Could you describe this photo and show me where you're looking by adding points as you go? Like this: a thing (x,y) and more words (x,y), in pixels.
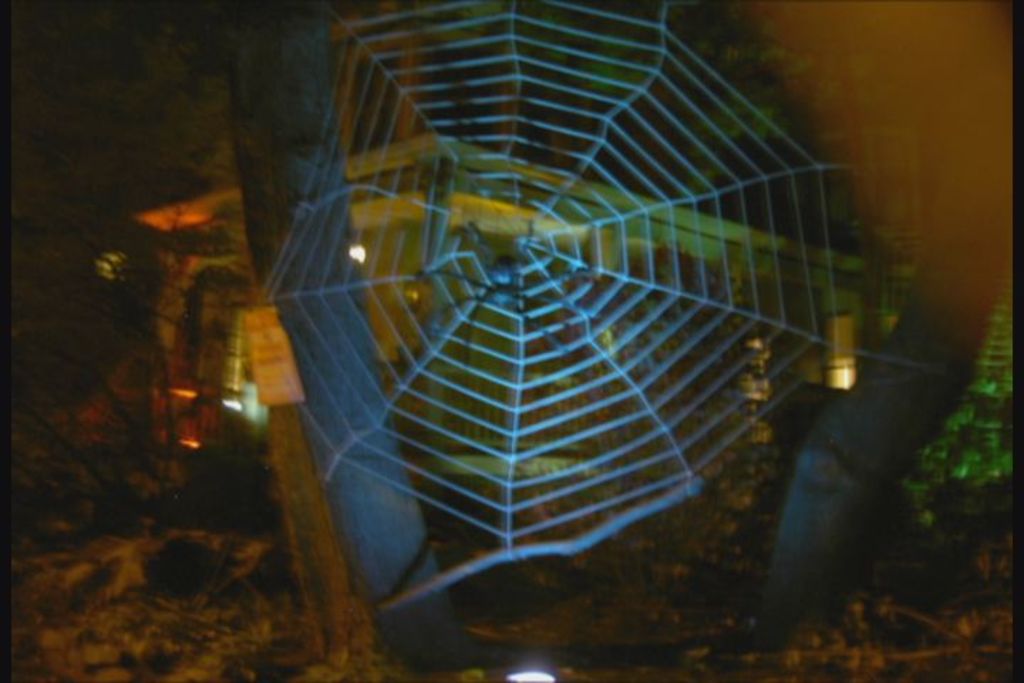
This is the picture of a night view where we can see a spider web (625,382) in the middle of the image (436,327) and in the background (228,345), we can see the house (594,237) and some trees (243,202).
